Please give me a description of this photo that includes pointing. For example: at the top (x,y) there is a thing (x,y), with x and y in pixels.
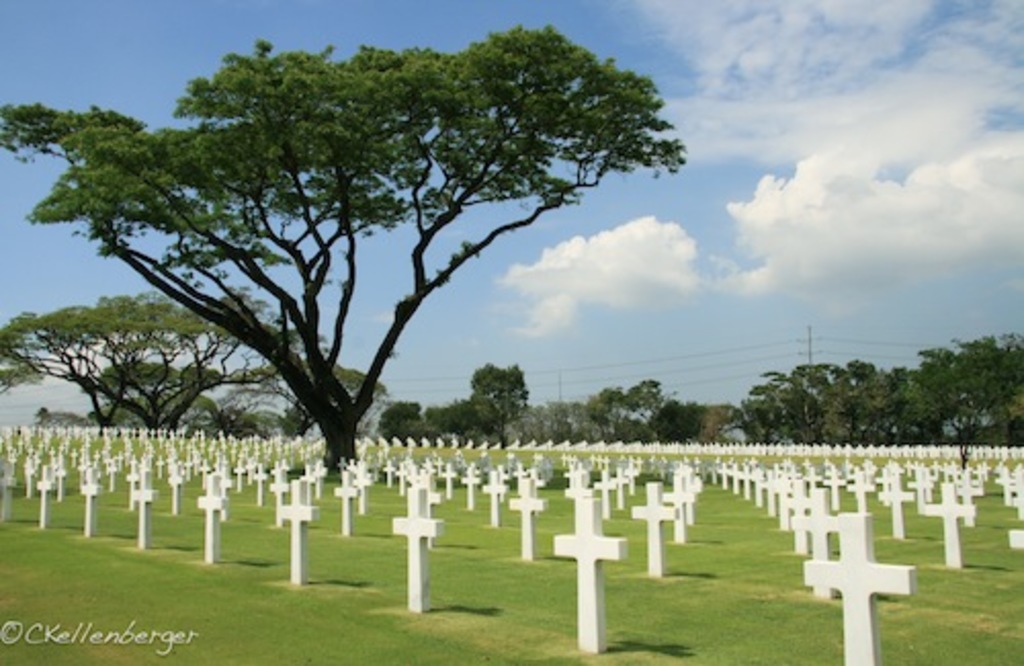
In this picture I can see there is a graveyard (427,470) and there is a tree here and there are many other trees (449,407), there is grass (220,586) on the floor (442,582), there is a water mark (72,632) at left bottom of the image (176,638). In the backdrop (765,343) and there is a electric poles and the sky (773,299) is cloudy.
